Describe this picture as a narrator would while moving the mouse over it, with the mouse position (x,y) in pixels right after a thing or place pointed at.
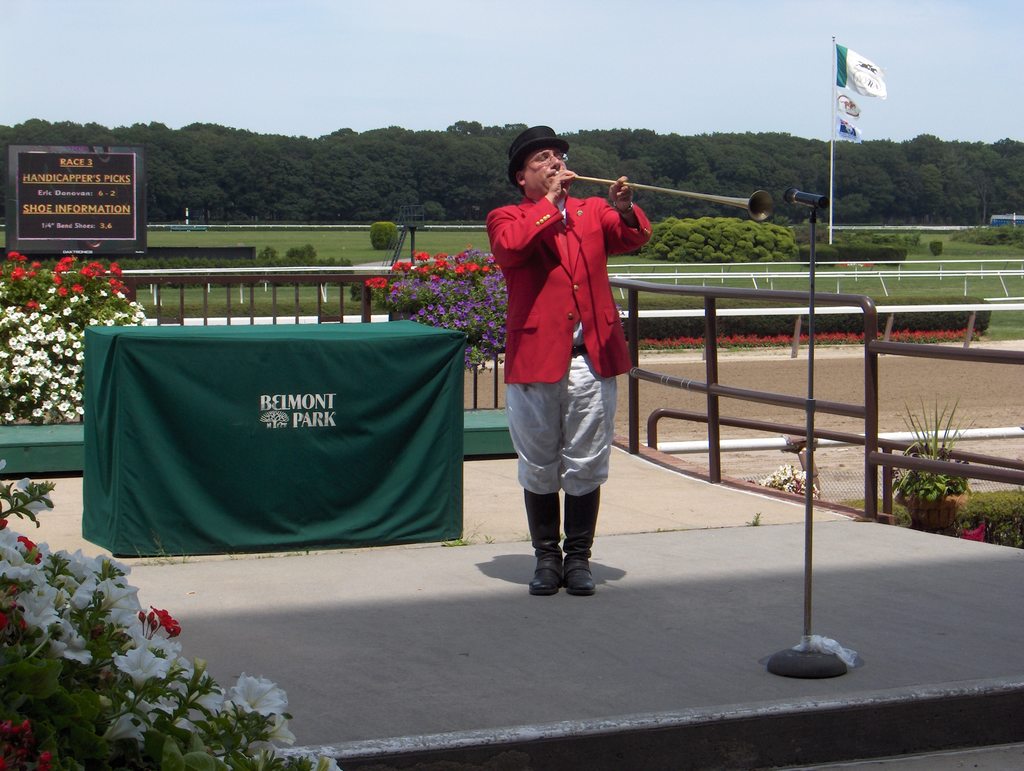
In this picture I can see the stage (444,572) in front (438,606) on which there is a man (547,219) standing and holding a musical instrument (640,183) and in front of him I can see a tripod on which there is a mic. Behind him I can see a table (303,402) on which there is green color cloth (326,364) and I see 2 words (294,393) written. On the left side of this image (38,283) I can see the plants (51,294) on which there are flowers (63,394). In the background (31,348) I can see the plants (863,238), few more flowers (487,286), a board (72,227) on which there are words (40,212) written, 3 flags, number of trees (417,132) and the sky (672,17). On the right side of this picture (925,465) I can see the railing (867,369).
